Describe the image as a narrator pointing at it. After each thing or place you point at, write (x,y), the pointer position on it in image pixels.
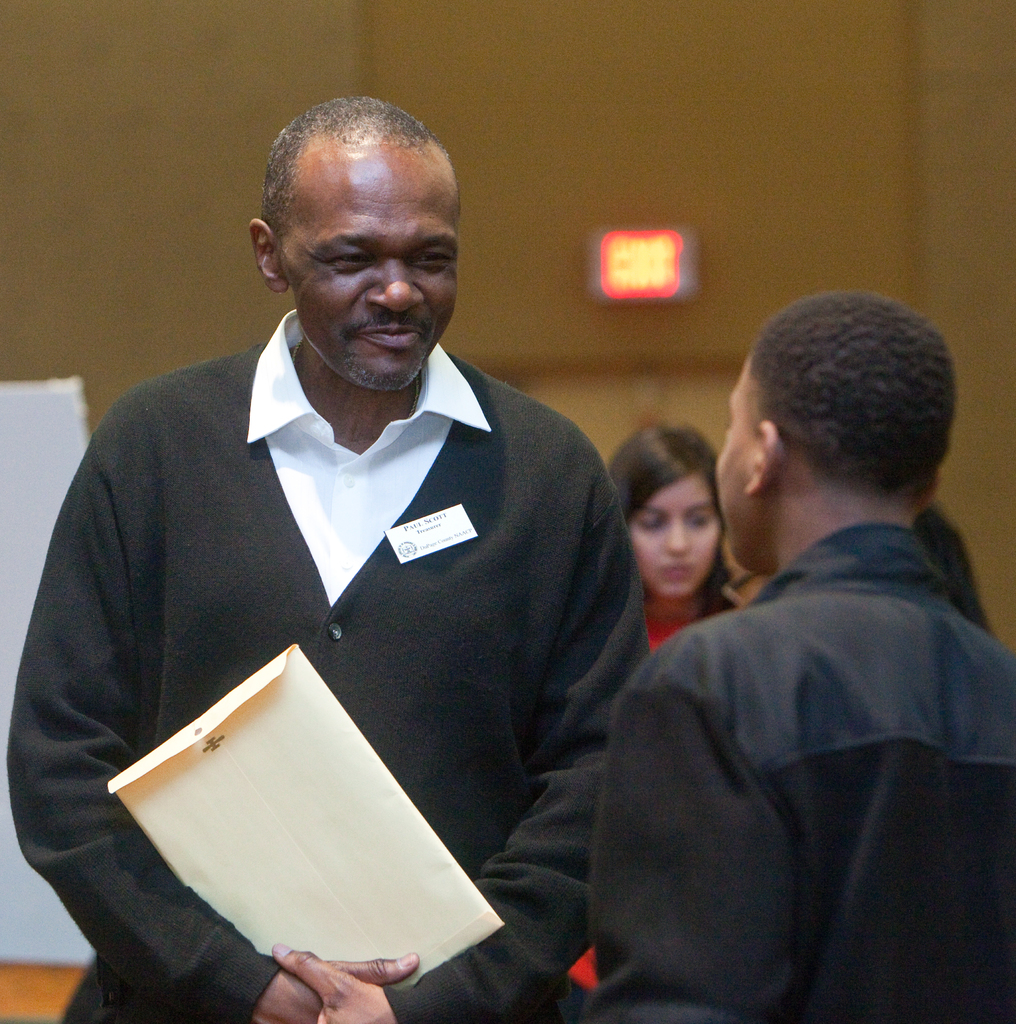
In the image there is a man (361,490), he is wearing black coat (379,610) and holding a cover (252,773) in his hand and he is looking at the person (739,605) standing opposite to him and behind the man (319,453) there is a girl (696,495) and the background of the man (581,568) is blur.
